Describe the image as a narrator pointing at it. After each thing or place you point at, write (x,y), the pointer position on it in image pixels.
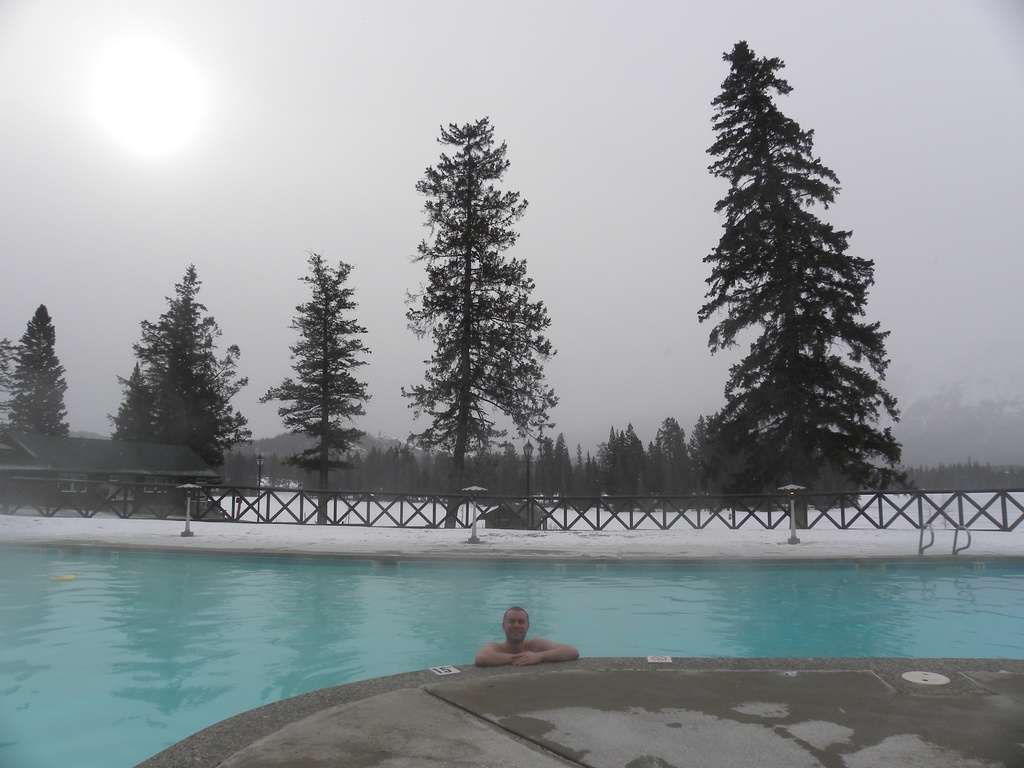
In the foreground of this image (725,643), there is floor (610,731) and a man (527,644) in the swimming pool (456,636). In the background (488,512), there are few poles (474,525), railing (353,509), trees (676,452), a house (48,446) and the sun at the top (168,64).
